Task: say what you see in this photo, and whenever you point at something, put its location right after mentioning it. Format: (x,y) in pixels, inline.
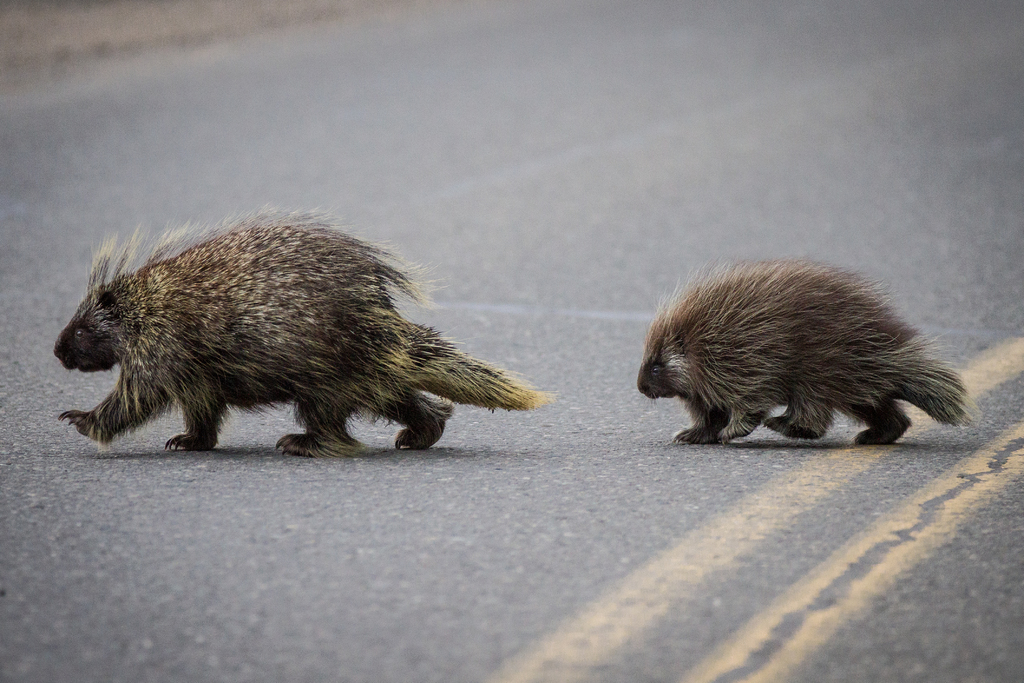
In this image we can see the animals (855,375) walking on the road (686,496).
